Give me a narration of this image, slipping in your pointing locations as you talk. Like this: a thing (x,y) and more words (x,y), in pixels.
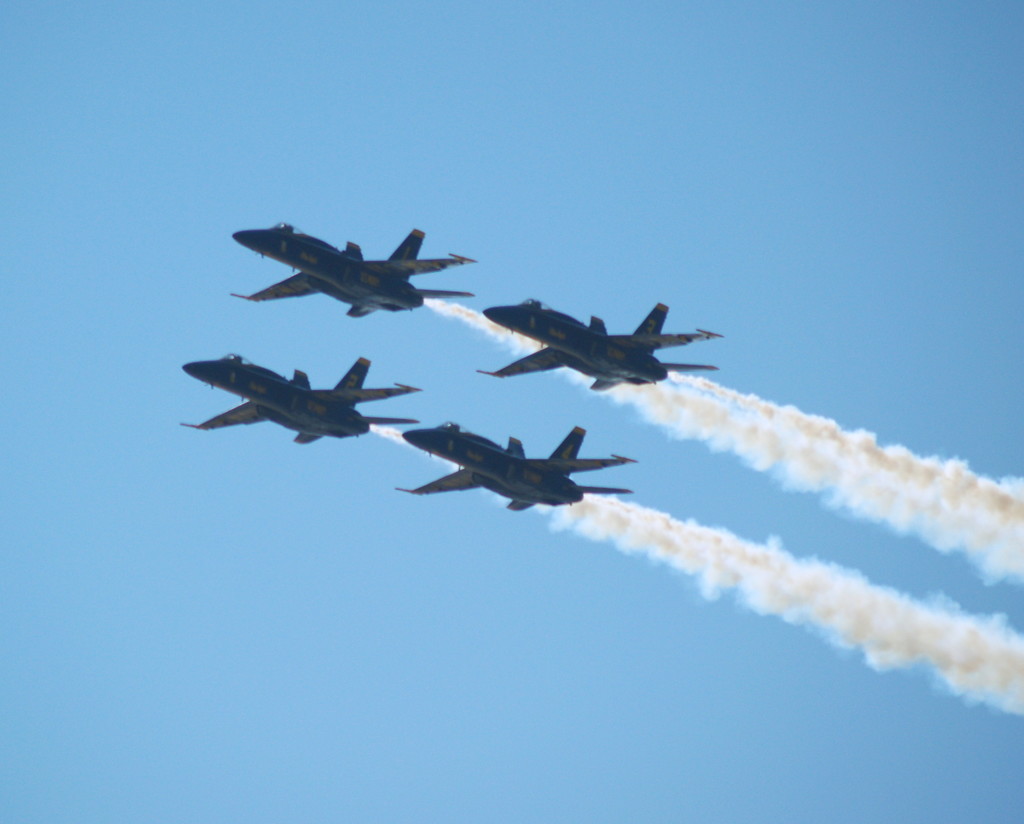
There are four jet planes (309,291) flying in the sky (356,439). This is the smoke (776,550), which is released by the jet planes (438,449). The sky (314,312) is blue in color.
